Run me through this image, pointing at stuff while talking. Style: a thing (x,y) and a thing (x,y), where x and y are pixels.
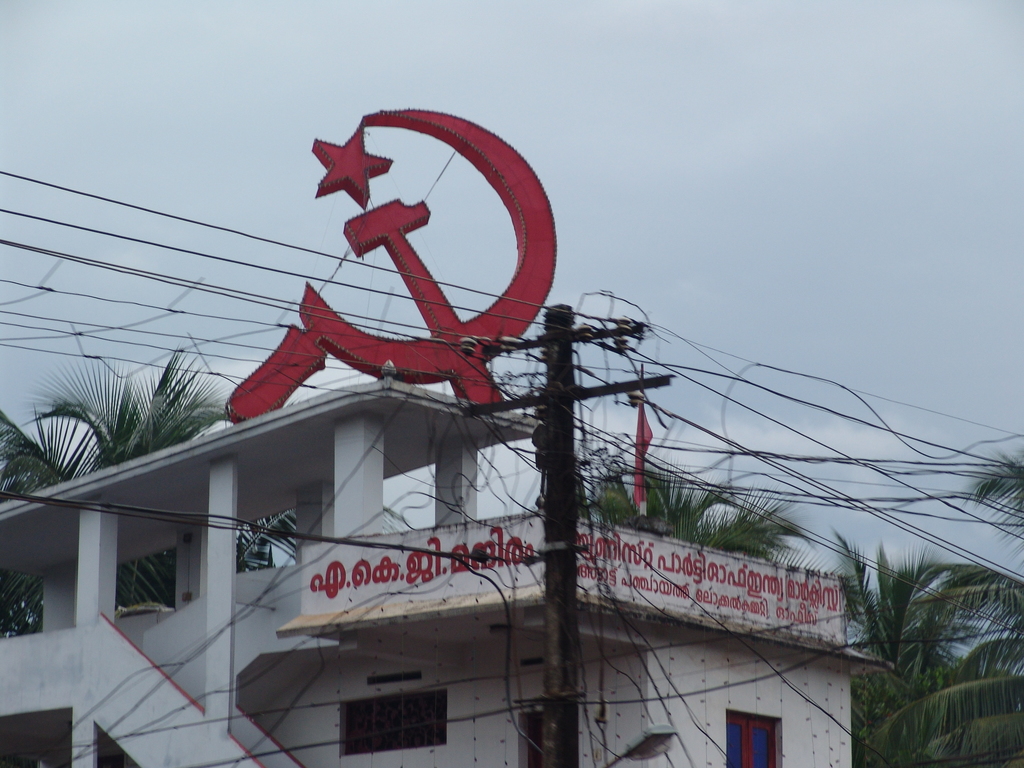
In the foreground of the picture (574,363) there are cables (582,421), pole (569,424). In the center of the picture (354,475) there are trees (891,591), building (331,485), text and a party logo (363,174). Sky (394,198) is cloudy.
